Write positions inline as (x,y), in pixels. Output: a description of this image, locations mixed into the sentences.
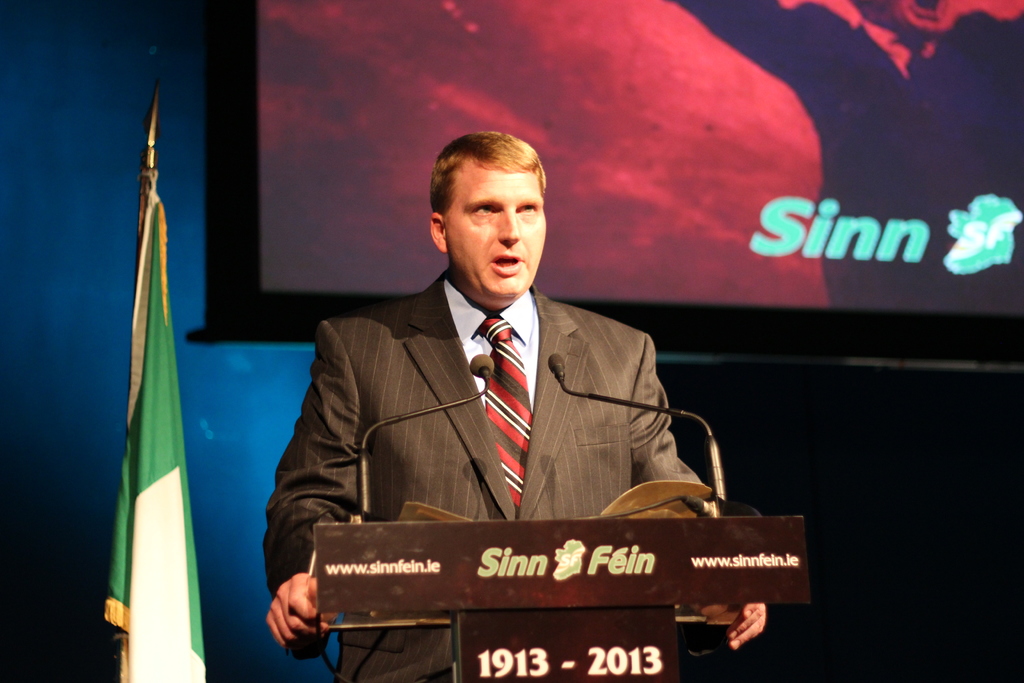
In the picture we can see a man (307,453) standing near the desk (506,592) and talking in the microphone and he is in the blazer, tie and shirt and beside him we can see a flag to the pole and behind him we can see a wall (868,609) with a screen (567,165) and advertisement (470,127) on it.
